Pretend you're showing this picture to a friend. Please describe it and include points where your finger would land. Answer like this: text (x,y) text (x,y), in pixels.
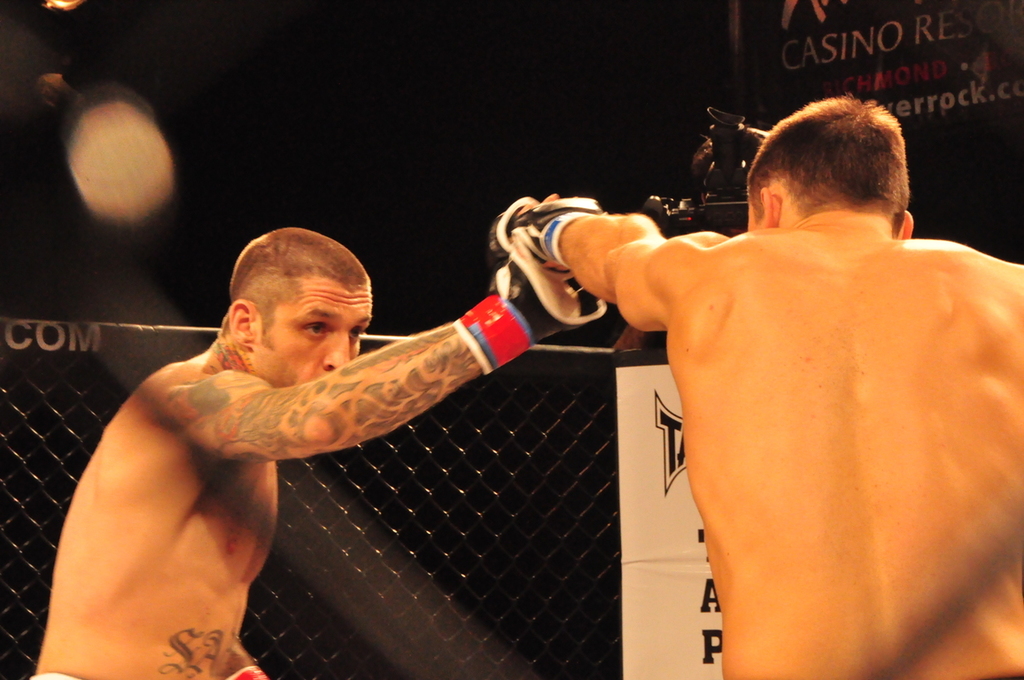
In this image we can see there are two persons (549,288) fighting with each other, behind them there is a net fencing (49,386) and a banner (670,598) attached to it and there is a person (698,168) shooting with a camera (732,169). On the top right side (870,75) there is another banner (830,56) with some text (879,45).
